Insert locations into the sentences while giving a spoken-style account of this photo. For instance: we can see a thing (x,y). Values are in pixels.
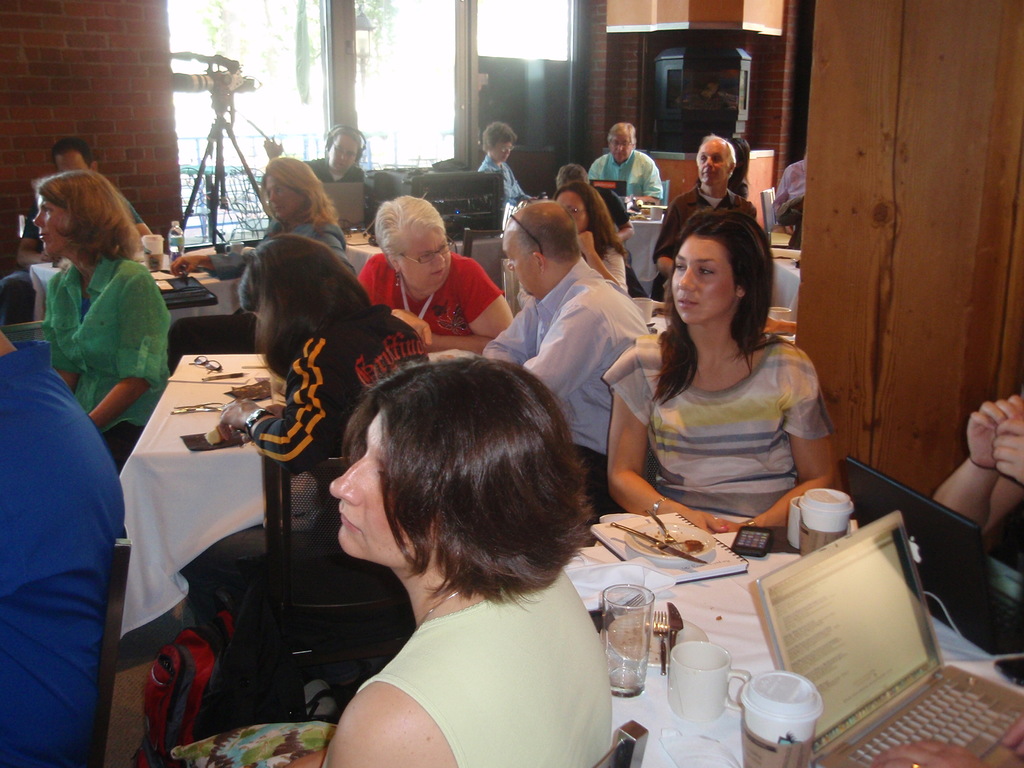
In this picture we can see a group of people (644,420) sitting on chairs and in front of the people (582,303) there are tables (183,500) and on the tables (215,513) there are laptops (839,690), glasses (639,640), cups (701,673), book (678,569), plates (669,621), forks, knife (617,528), tissues (607,578) and other things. Behind the people (388,279) there is a camera (213,80) with a tripod stand (214,224) and a wall (138,54) with glass windows (392,60).
